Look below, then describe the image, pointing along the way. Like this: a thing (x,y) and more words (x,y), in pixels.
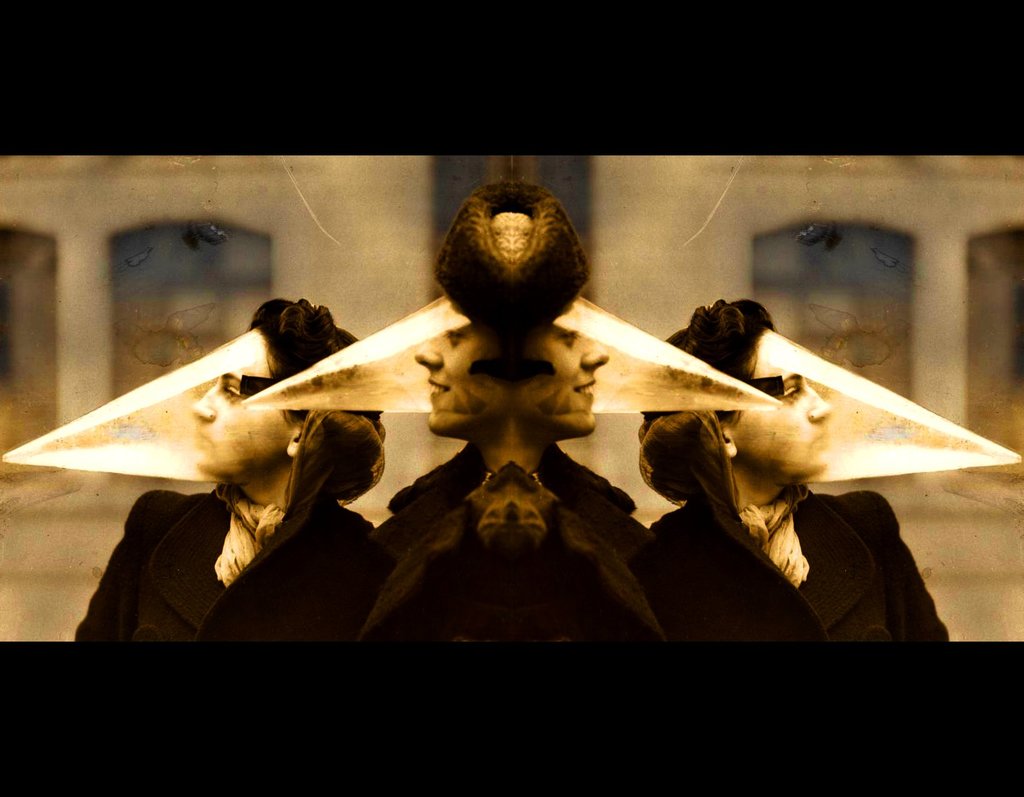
In this picture I can see there is reflection (405,600) of two persons (459,573) and in the backdrop (377,507) there is a building (732,276) and the image is blurred.
